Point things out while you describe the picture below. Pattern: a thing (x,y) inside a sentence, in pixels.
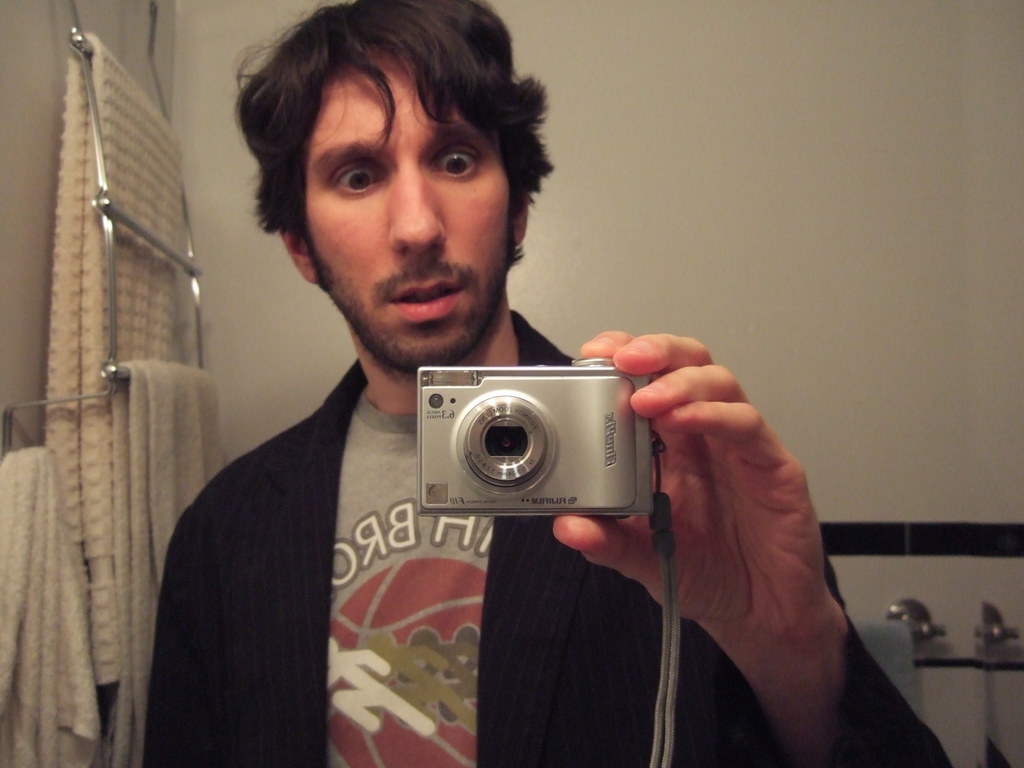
This image consists of a man (768,537) who is holding camera (478,496), he is in the middle of the image (662,460). Beside him on the left side (66,343) there is a towel (111,419), there are so many Towels (70,152). In the bottom right corner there are taps (987,612). The man (635,607) who is standing is wearing black color jacket (523,696) and grey color shirt (457,666).
